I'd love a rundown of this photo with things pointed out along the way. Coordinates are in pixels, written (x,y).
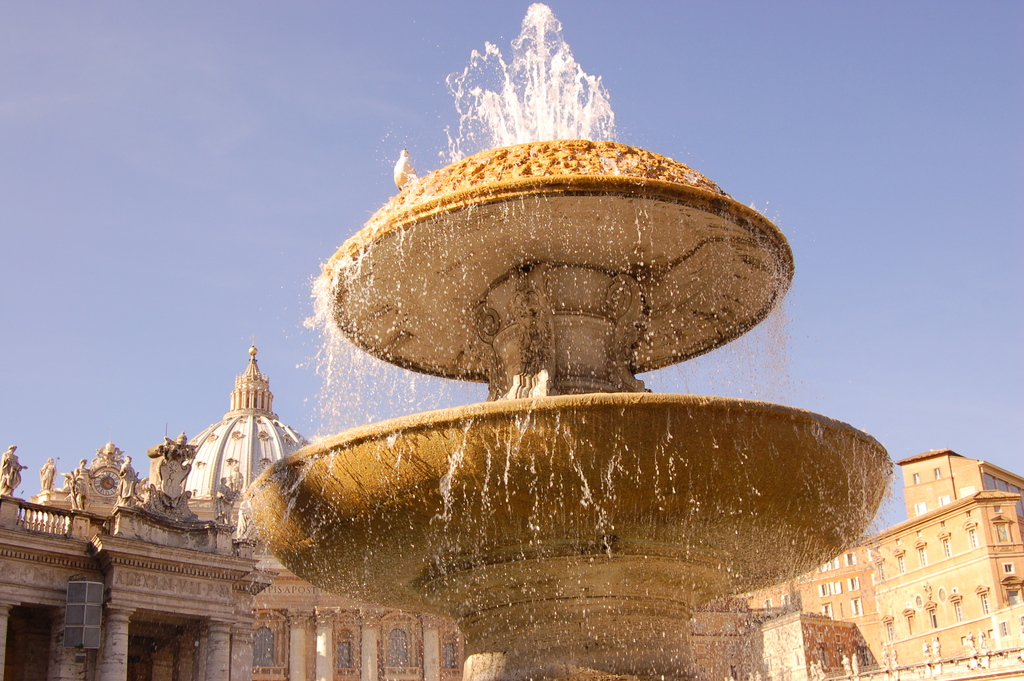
In this image there is a fountain (577,313), in the background (227,580) there is a monument (147,553) and a sky (873,213).
